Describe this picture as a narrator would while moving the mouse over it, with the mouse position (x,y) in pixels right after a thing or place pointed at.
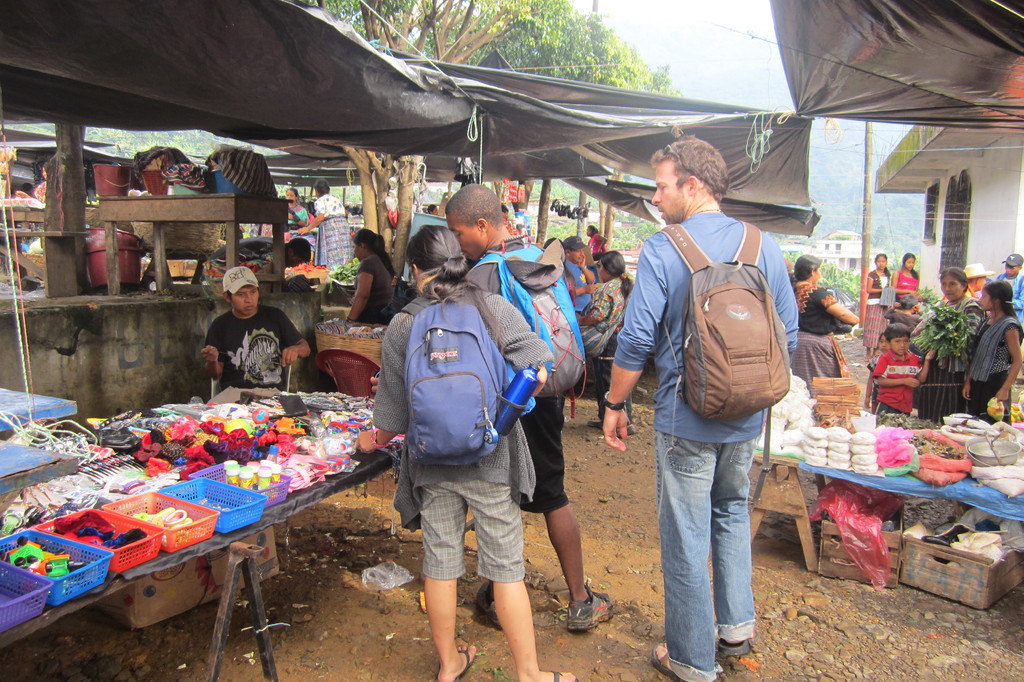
In the center of the image (554,369) there are three persons (415,510) wearing backpacks (430,409). To the right side of the image (856,407) there is a stall (915,473) and people (890,327) standing. There is a house (927,221). To the left side of the image (225,356) there is a stall (96,461) and a person (226,346) sitting on the chair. At the top of the image (541,113) there is a black color cover (735,111). In the background of the image (623,54) there are trees (576,62) and sky (676,29).
